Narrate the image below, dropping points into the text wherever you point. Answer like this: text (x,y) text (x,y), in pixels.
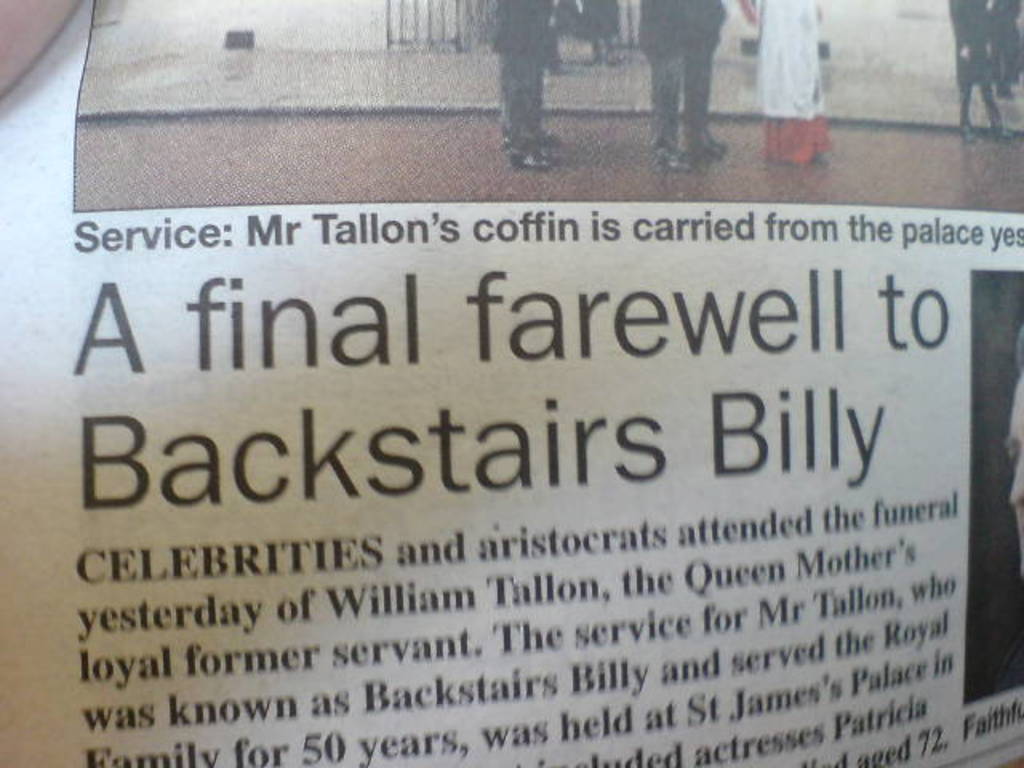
In this picture, we can see a poster (468,286) with some text (491,292), and images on it.
